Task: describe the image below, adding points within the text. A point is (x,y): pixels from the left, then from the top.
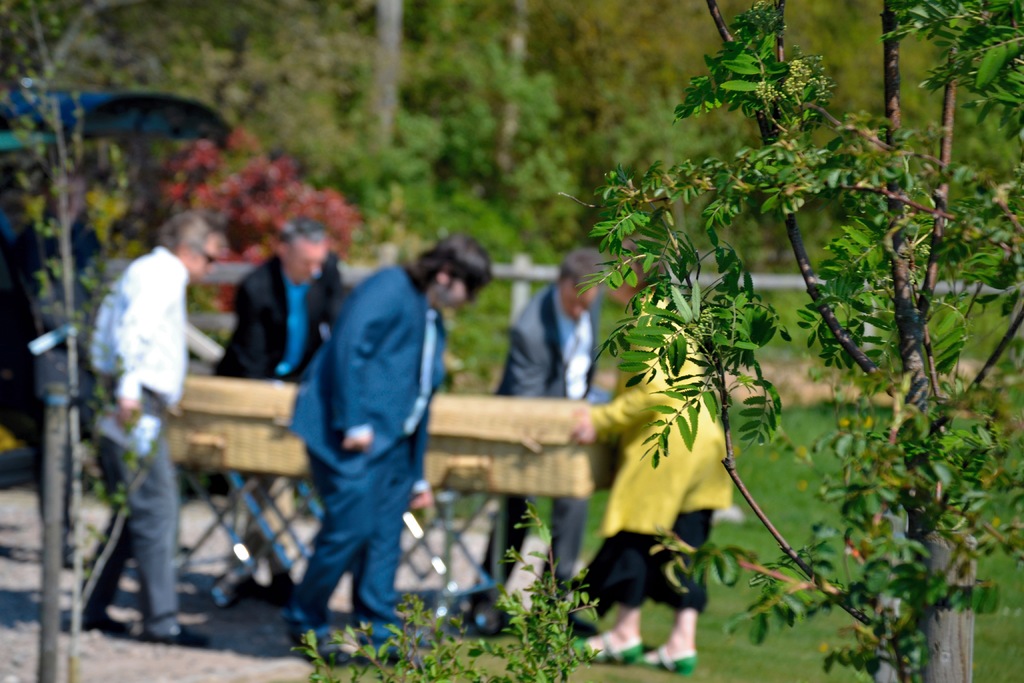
In this picture we can see a group of people (341,571) standing on the ground (15,622), box (282,467), grass (715,641) and in the background (159,59) we can see trees (398,106).
